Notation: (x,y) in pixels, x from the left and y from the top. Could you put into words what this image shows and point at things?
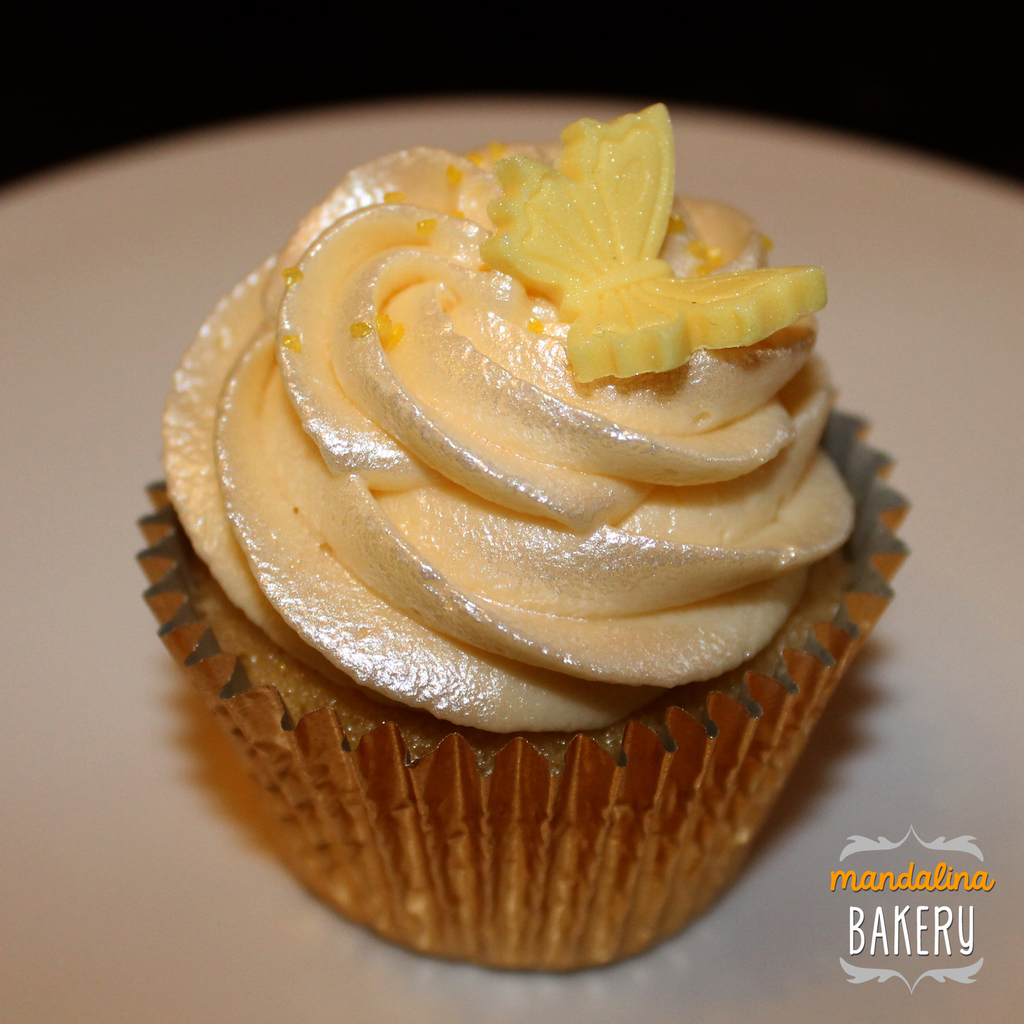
In this image we can see cupcake (859,636) on the table (876,331).
